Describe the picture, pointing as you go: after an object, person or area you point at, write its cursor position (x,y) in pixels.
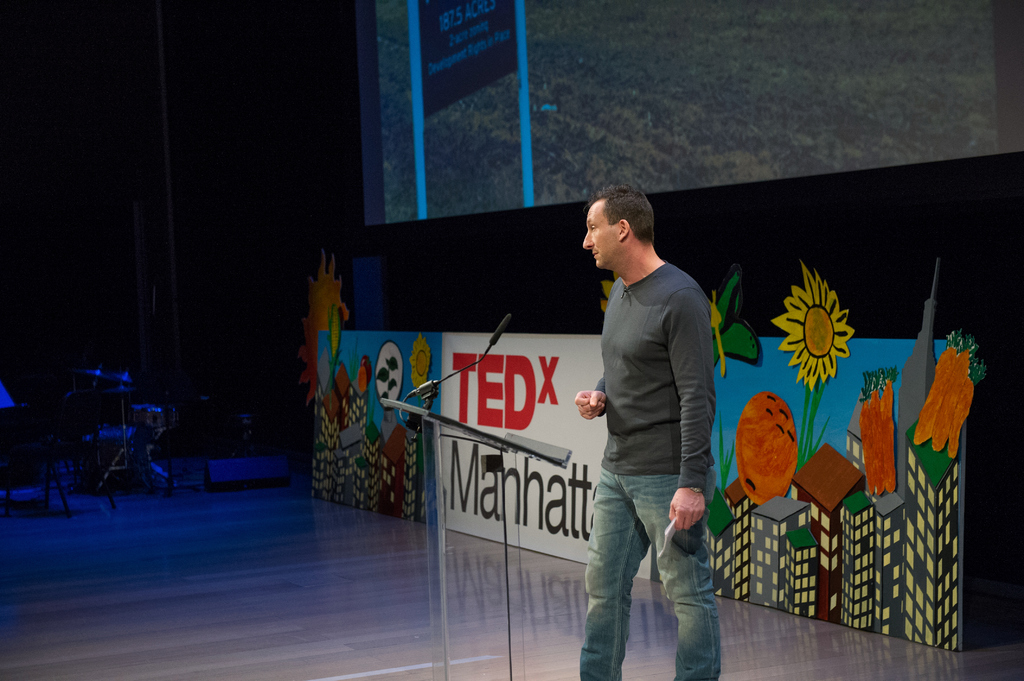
In this image we can see one person (643,219) standing, near there is a glass table (456,445) and microphone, there is a written text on the board (395,386), above that there is a display board (478,114), we can see the floor (260,536).
